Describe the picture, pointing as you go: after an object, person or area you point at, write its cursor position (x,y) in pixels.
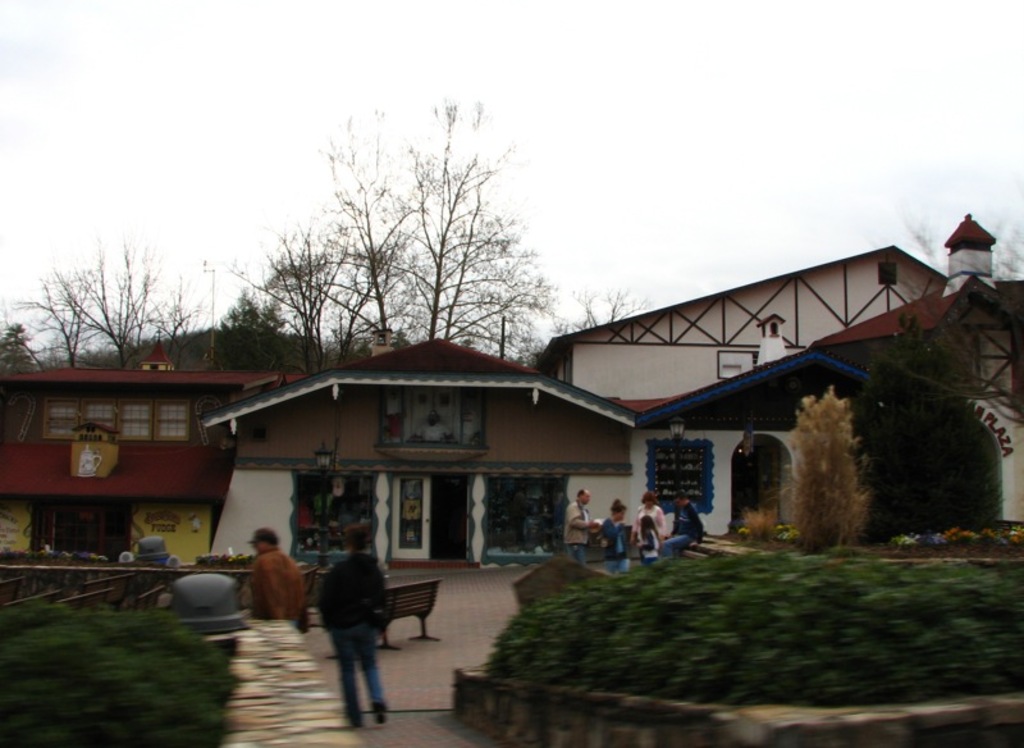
In the picture we can see some houses (1,469) with doors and near it, we can see some people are standing and near to them, we can see some plant bushes (791,663) and behind the houses (429,452) we can see some trees (395,273) and the sky (268,91).
